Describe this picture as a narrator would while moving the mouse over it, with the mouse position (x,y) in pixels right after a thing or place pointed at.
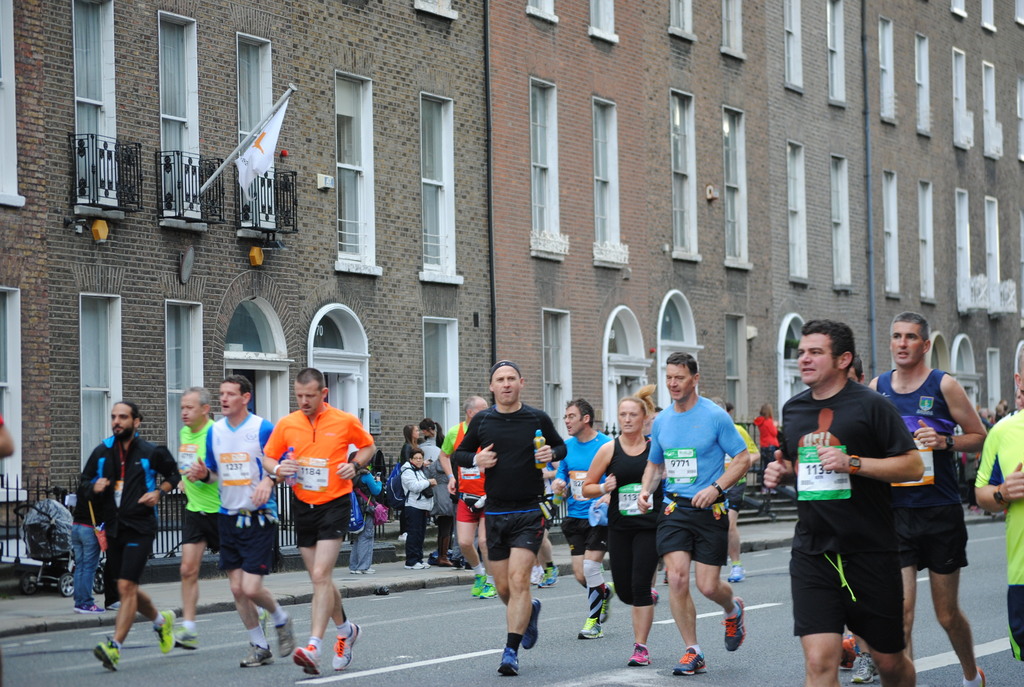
In this image we can see a group of people (503,518) running on the ground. One man (531,442) is wearing black shirt (523,474) is holding a bottle (539,468) in his hand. In the background (420,474), we can see a woman (420,474) carrying a bag (399,496), a baby carrier (69,582) placed on the ground (70,664), a group of buildings (260,221) with windows (183,343) and a flag (269,153) on a pole (230,155).
